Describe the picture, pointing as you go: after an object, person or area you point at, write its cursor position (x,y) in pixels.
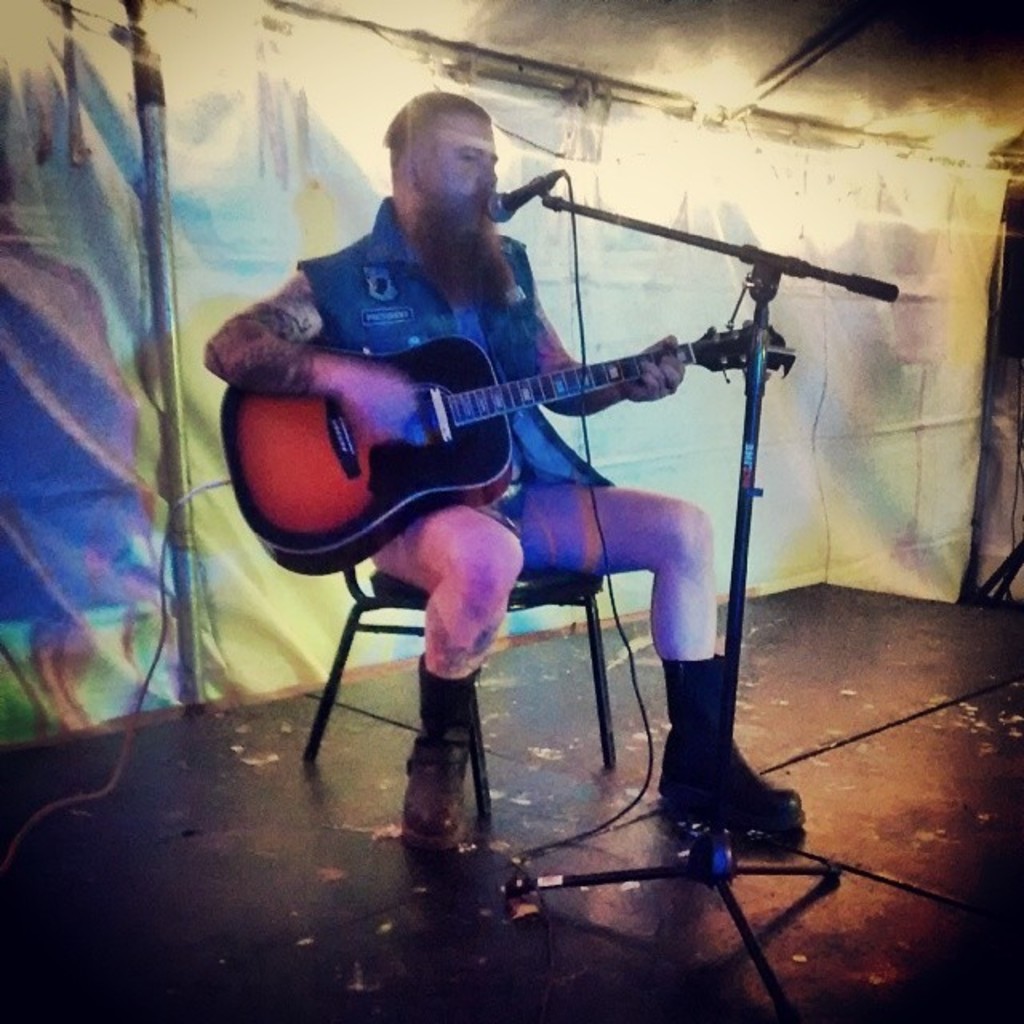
In this picture there is a man (777,805) sitting on the chair (392,628) playing a guitar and singing a song. In the background (84,251) there is a curtain (857,507).
